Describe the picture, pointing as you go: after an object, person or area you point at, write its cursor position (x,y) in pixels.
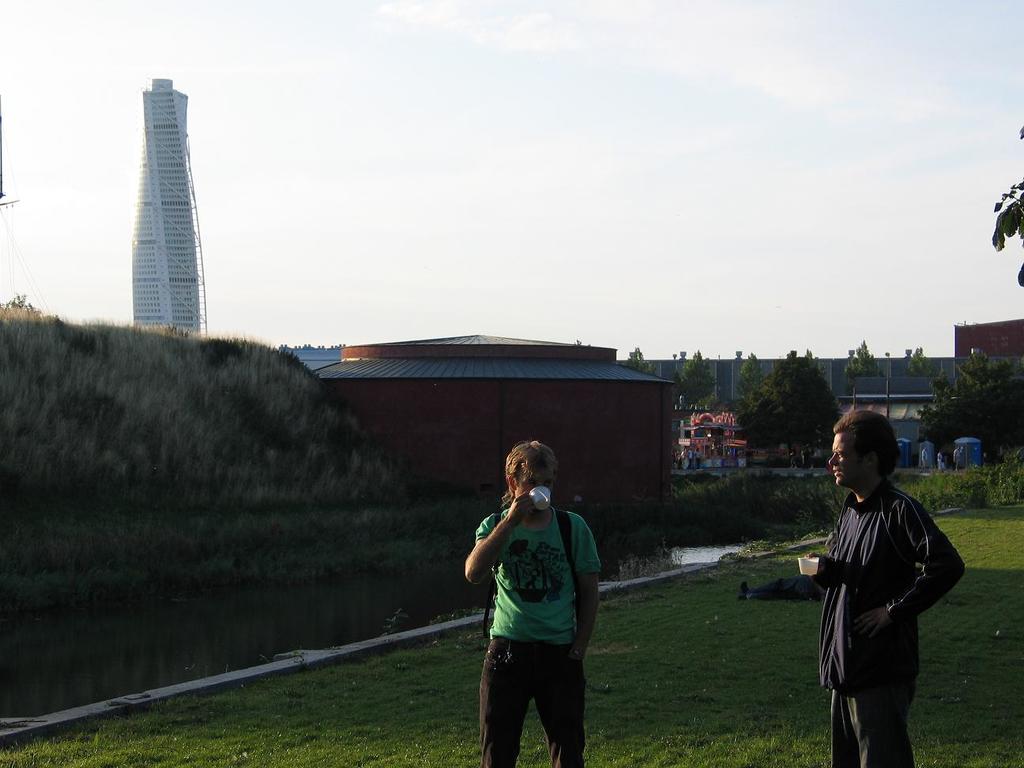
In this image I see 2 men (878,560) who are standing and I see that this man (863,500) is holding a cup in his hand (810,555) and this man (550,556) is holding the cup (542,506) near to his mouth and I see the grass (61,741). In the background (721,509) I see the plants (762,483) and the trees (812,375) and I see the buildings (664,403) and I see the clear sky (475,194).
